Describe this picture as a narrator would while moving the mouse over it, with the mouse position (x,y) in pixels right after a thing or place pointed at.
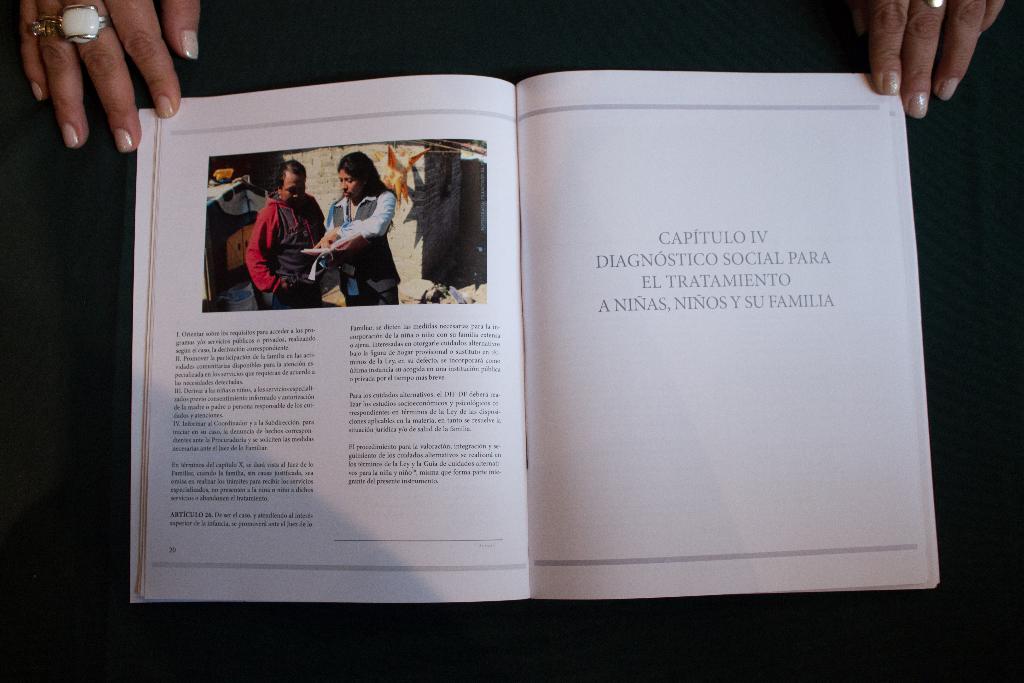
Here in this picture we can see a book (444,180) present on a table (10,313) and in that we can see picture (296,233) of two people (318,233) in it and we can also see hands (130,42) touching the book (870,105).
